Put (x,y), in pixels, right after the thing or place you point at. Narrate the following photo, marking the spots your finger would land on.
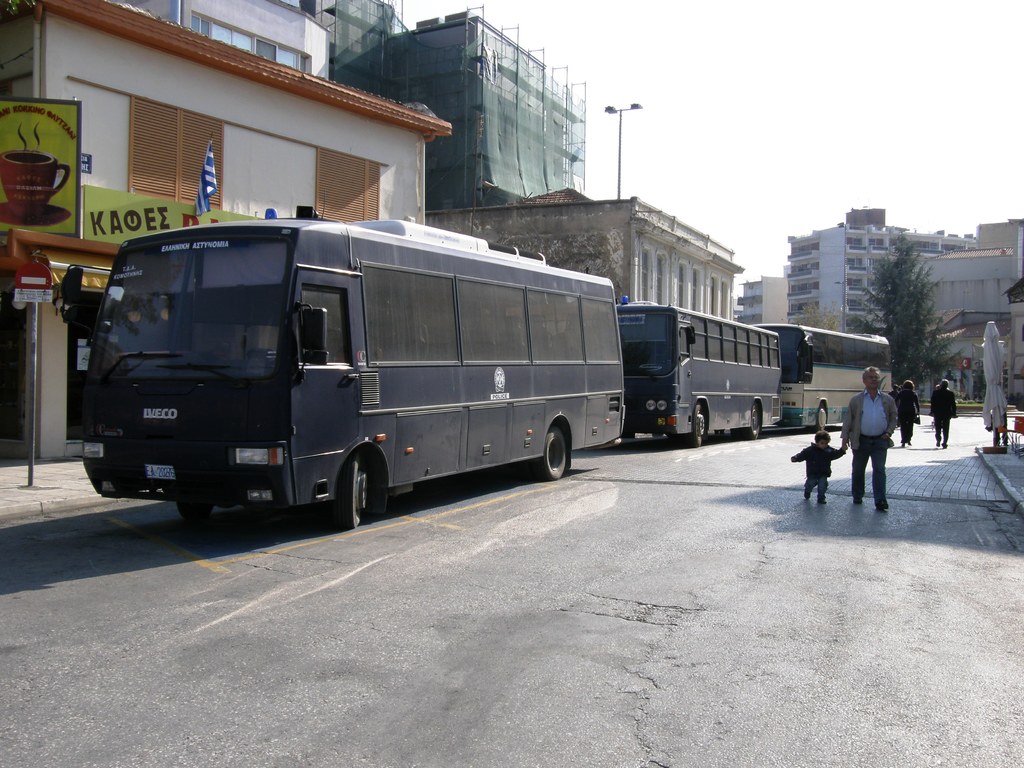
In this image, there are buildings (880,261), trees (914,320), lights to a pole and vehicles (348,421) on the road (369,571). On the right side of the image (984,393), there are few people (945,415) walking and I can see an object (997,439). In the background (757,247) there is the sky (929,100). On the left side of the image (33,164), I can see boards (33,177) and a signboard (29,270) to a pole (32,323).
